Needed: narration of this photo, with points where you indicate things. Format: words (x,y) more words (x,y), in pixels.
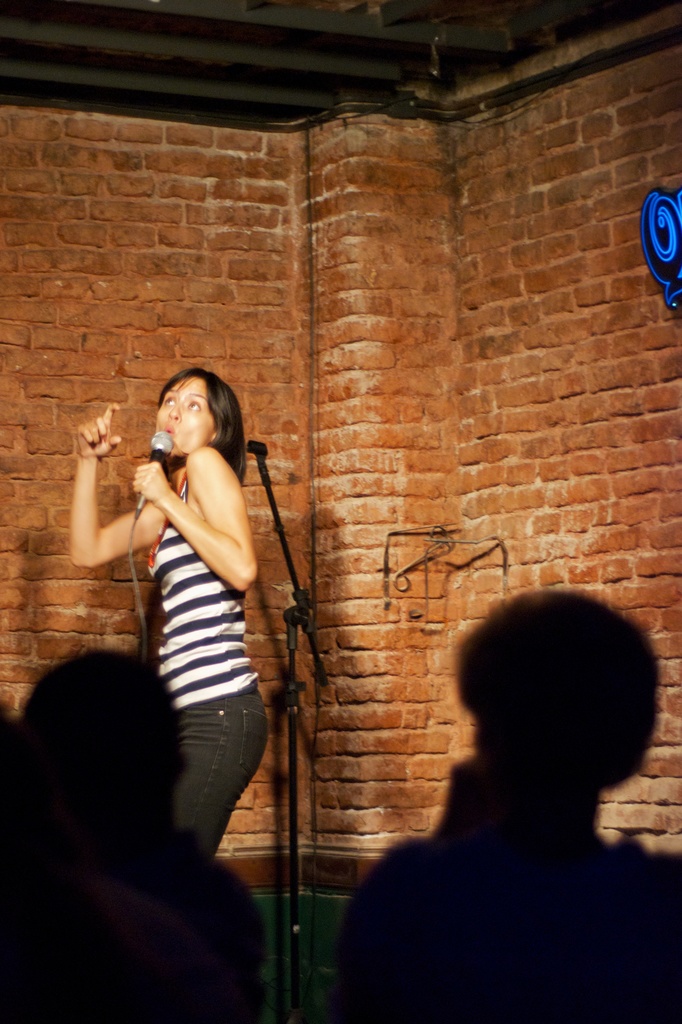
In this picture we can see a woman (203,384) who is holding a mike (168,444) with her hand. On the background (593,298) there is a wall (571,256).
